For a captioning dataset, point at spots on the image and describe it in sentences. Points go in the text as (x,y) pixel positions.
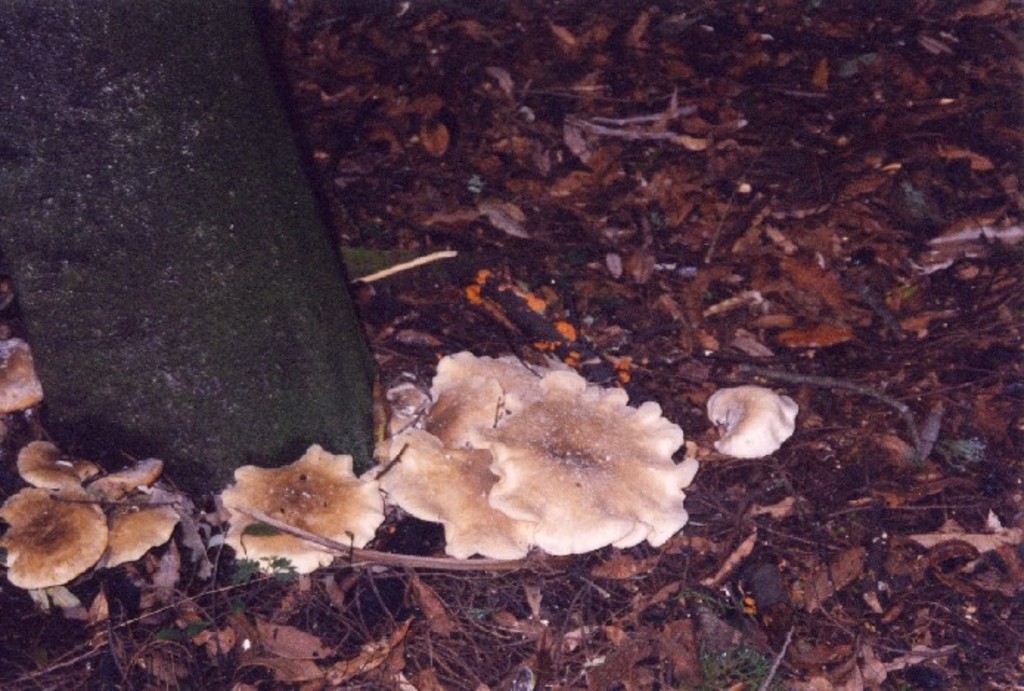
In the image we can see dry grass (570,257), mushrooms (567,460) and tree trunk (184,319).
